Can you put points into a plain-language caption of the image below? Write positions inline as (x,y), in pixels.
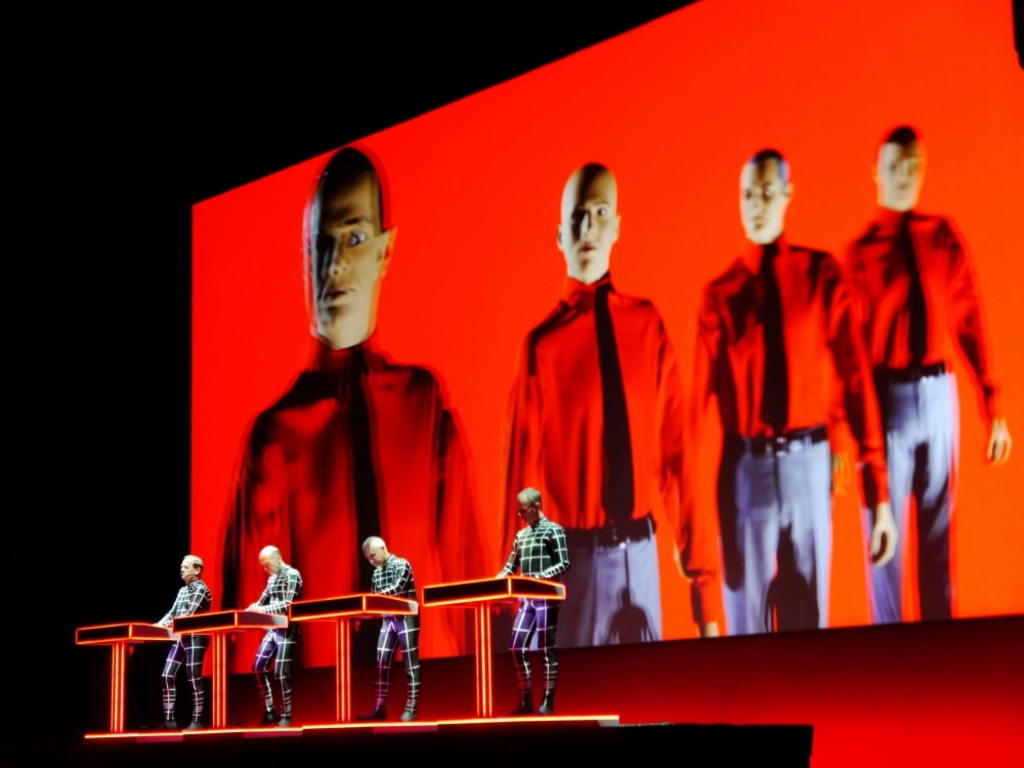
In the image there are four people (531,630) standing in front of the tables (390,604) and behind them there is a screen (691,129) displaying four men (793,266), most of the area is filled with red light (651,671) and the background (120,466) is dark.
